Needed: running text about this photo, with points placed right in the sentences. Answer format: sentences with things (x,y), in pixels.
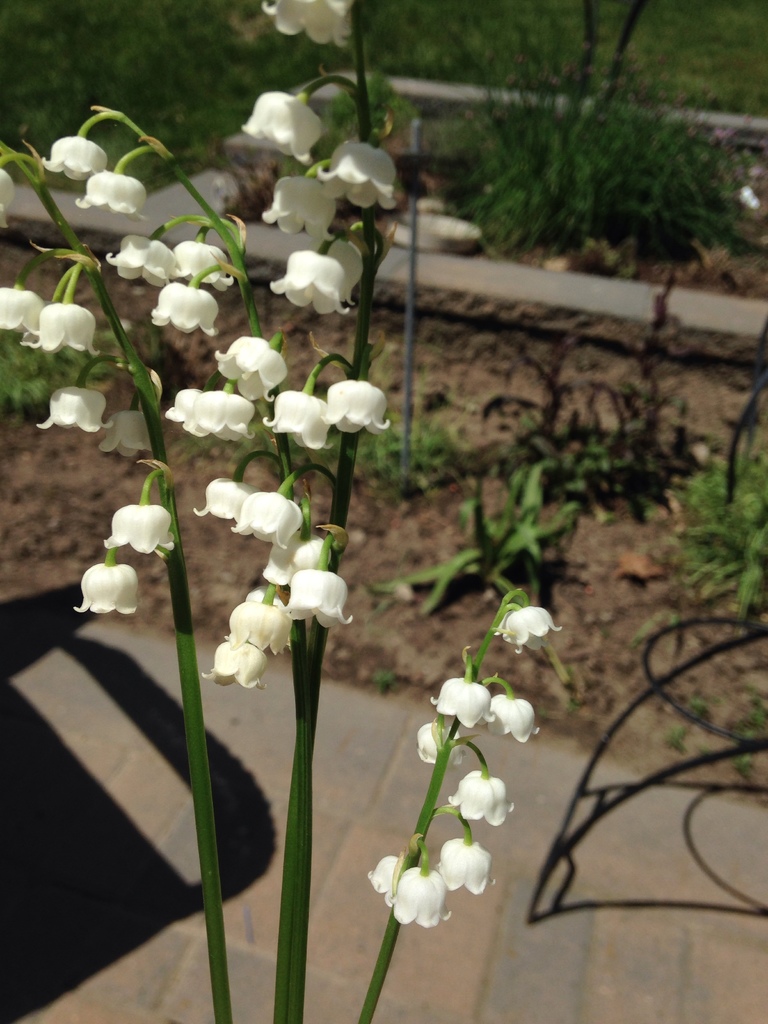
This picture might be taken from outside of the city and it is sunny. In this image, in the middle (266,520) a plant (266,520) with some flowers (281,634). In the background (665,34), we can also see some grass (595,114). On the left side (74,816), we can also see a shadow (5,764) of some instrument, at the bottom (293,957) there are some plants (762,497), grass (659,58) and a land (505,744).
